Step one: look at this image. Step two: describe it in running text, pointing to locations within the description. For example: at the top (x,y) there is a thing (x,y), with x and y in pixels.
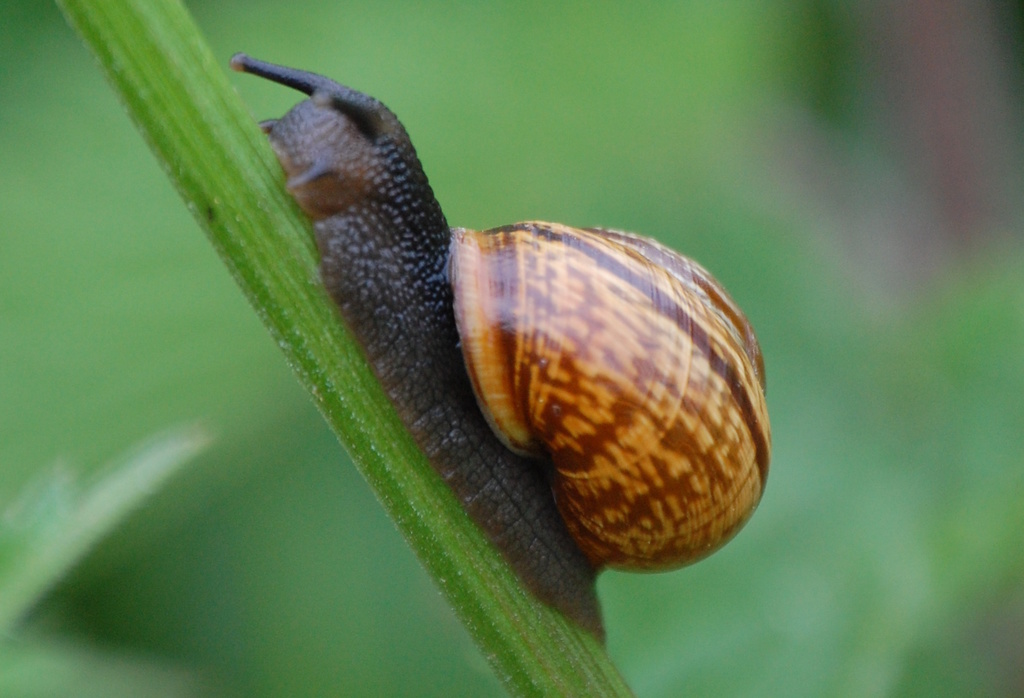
In this image, we can see an animal (370,345) on a green colored object (273,302). We can also see the blurred background (954,163).
